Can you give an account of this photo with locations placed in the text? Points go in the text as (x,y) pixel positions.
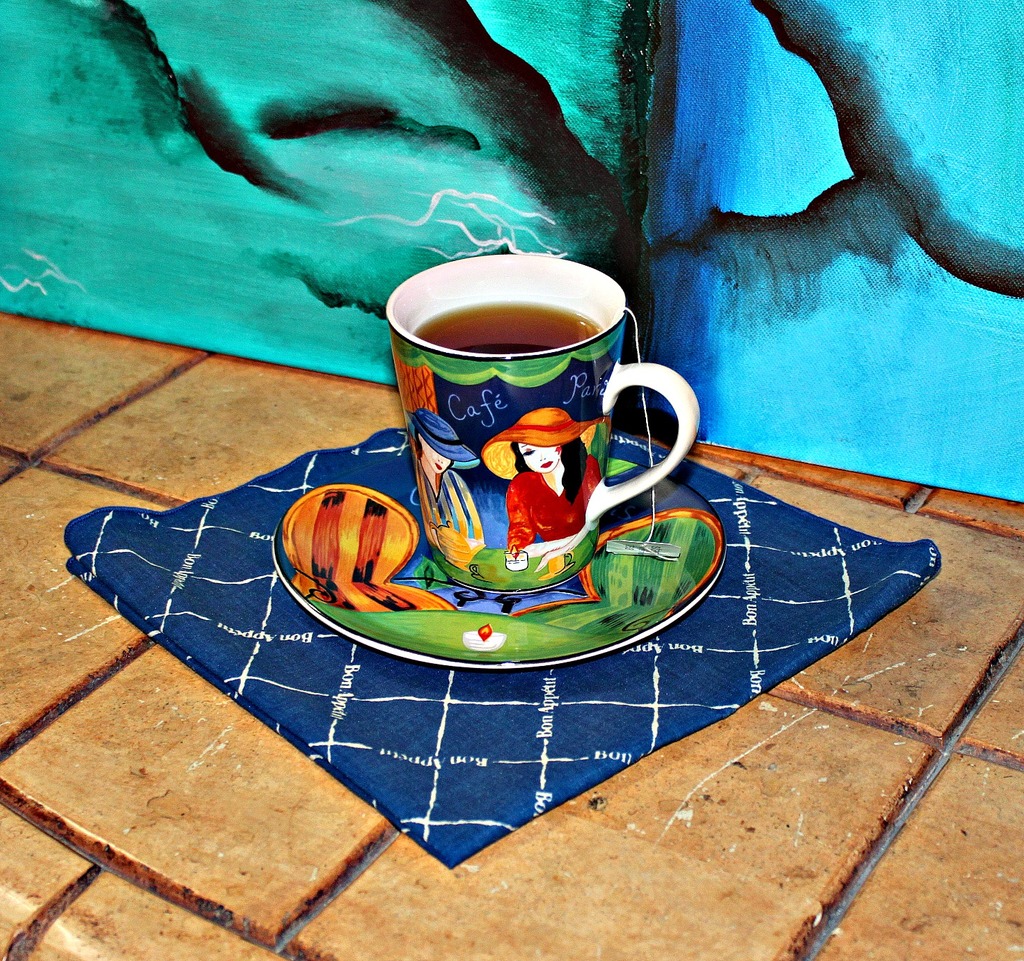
In this image, in the middle (541,410), we can see a cloth (426,804), on that cloth (528,810), we can see a plate (445,621) and a cup (480,560) with some liquid content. In the background (1019,133), we can see a painting (519,244) on the wall (713,232).
